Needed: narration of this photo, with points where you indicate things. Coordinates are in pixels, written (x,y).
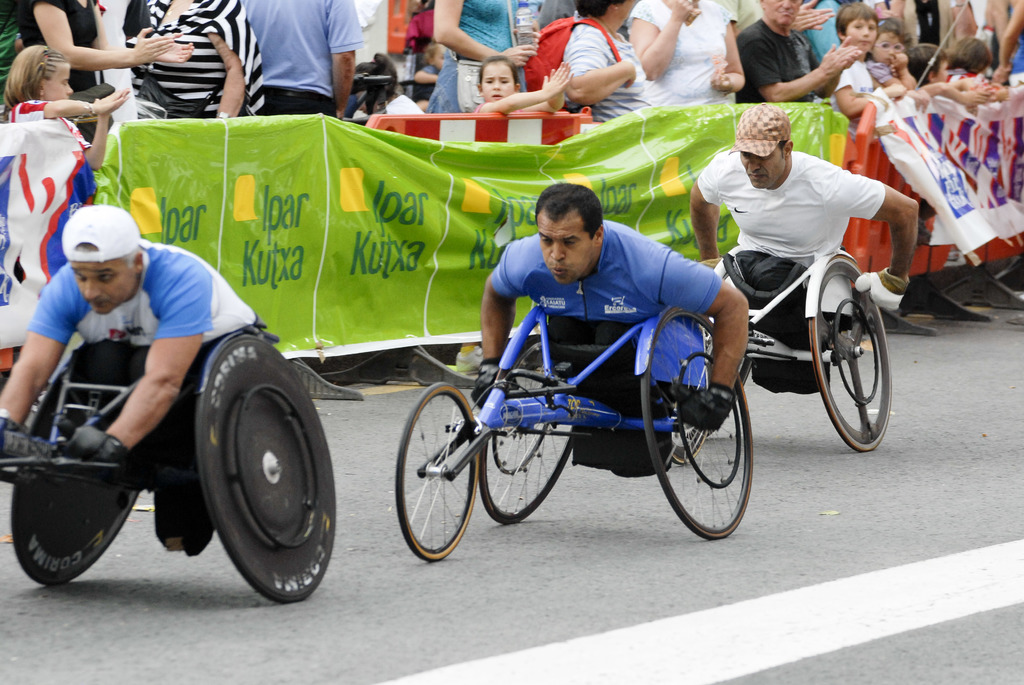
In this picture I can see three persons (19,455) participating in a wheelchair racing, there are banners (478,155), barriers (858,139), and in the background (200,65) there are group of people (518,99).
